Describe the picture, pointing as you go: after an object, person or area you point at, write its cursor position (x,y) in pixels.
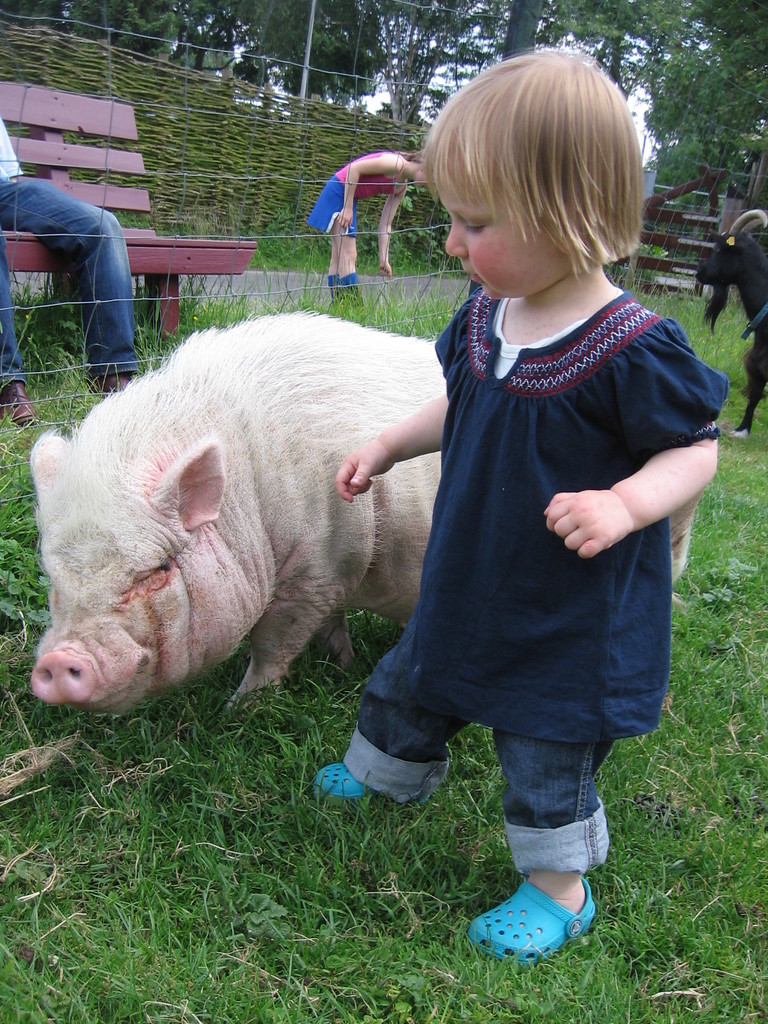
This picture is clicked outside. On the right (641,368) we can see a kid (542,203) wearing blue color dress (541,480) and standing. On the left (242,403) we can see a pig (359,403) seems to be standing and we can see the green grass (299,892) and a person (7,189) sitting on the bench (180,239) and a person (375,188) standing. On the right corner (722,246) we can see a black color animal (755,293). In the background (423,39) we can see the trees (641,19), sky (637,60) and many other objects (293,206).
